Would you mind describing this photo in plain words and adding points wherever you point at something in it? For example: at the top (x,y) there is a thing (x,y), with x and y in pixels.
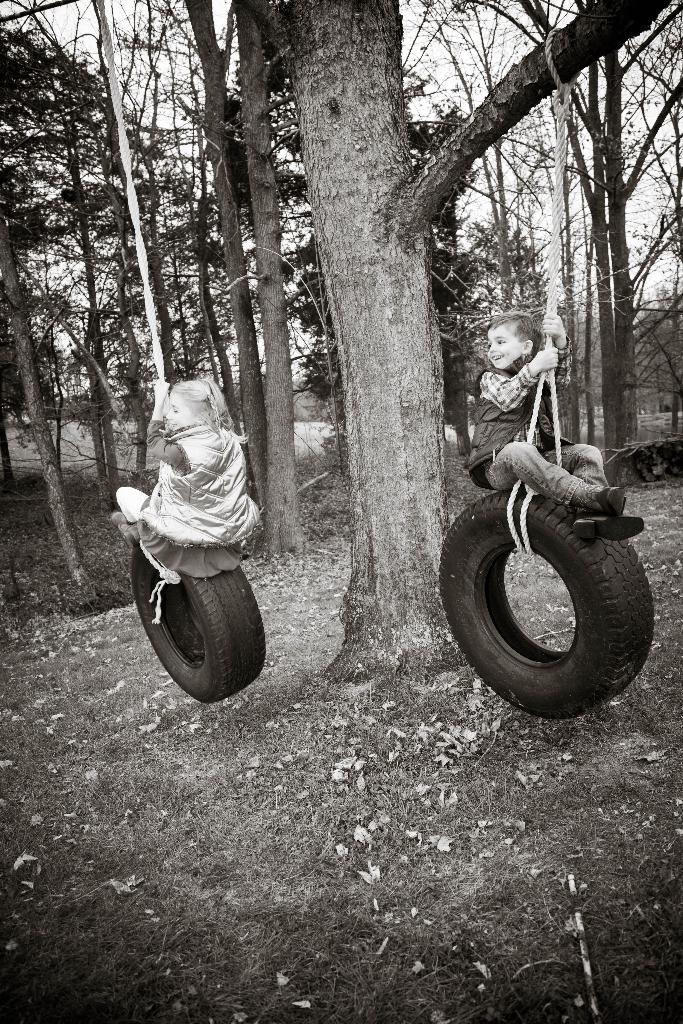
In this image I can see the black and white picture in which I can see two children (207,520) are sitting on swings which are made up of ropes (171,581) and tires (148,581). These swings (165,589) are tied to the tree (394,27). In the background (272,186) I can see few trees (87,209) and the sky (486,203).
